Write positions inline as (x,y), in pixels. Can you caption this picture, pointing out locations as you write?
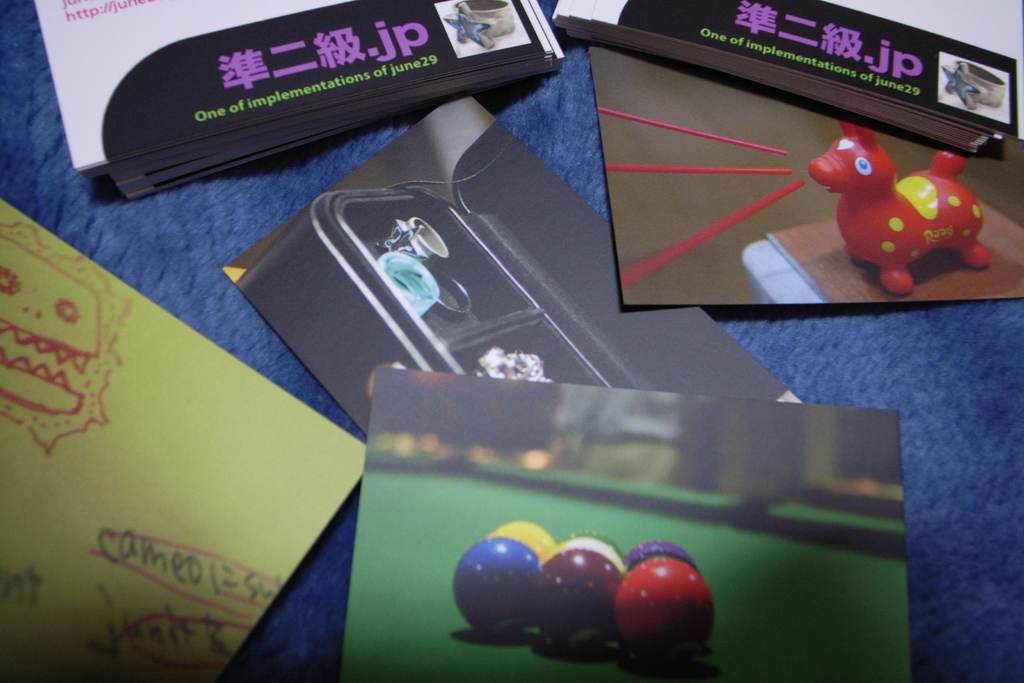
In this image, we can see few cards (379,559) and magazines (708,178) are placed on the blue color surface (211,264). Here we can see a pool ball table (412,582) with balls (530,567), some text (236,560), figure (86,351), black box (524,319) and toy (906,230).
